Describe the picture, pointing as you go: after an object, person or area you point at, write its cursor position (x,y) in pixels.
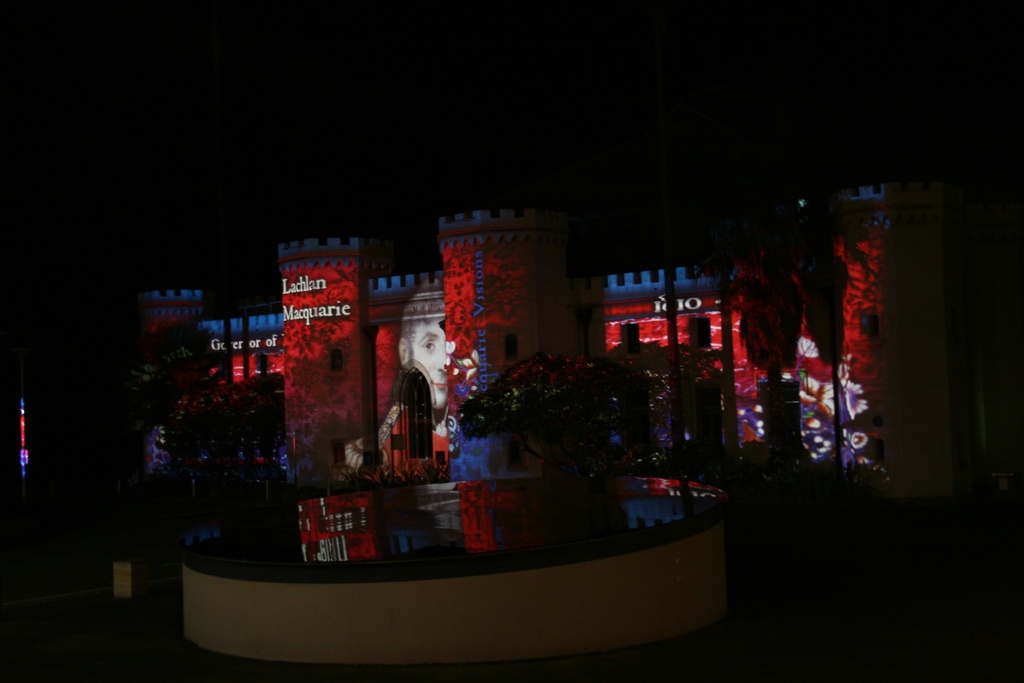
This picture is taken in dark. There are few trees (546,384). Behind there is a castle (445,350) having few pictures (417,350) painted on the wall (384,360) of it. Bottom of the image (314,613) there is wall (360,608). Behind there is water (488,525).
